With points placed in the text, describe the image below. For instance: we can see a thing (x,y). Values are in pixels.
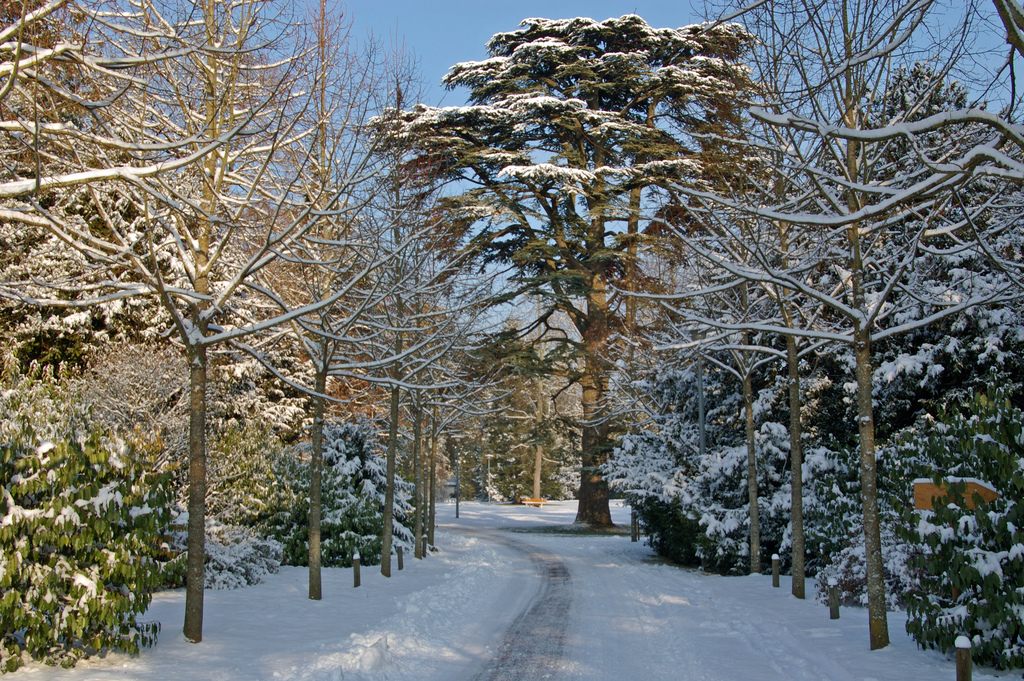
In this image we can see a group of trees (682,348) covered with snow (164,157). In the background (392,9), we can see the sky (451,54).
